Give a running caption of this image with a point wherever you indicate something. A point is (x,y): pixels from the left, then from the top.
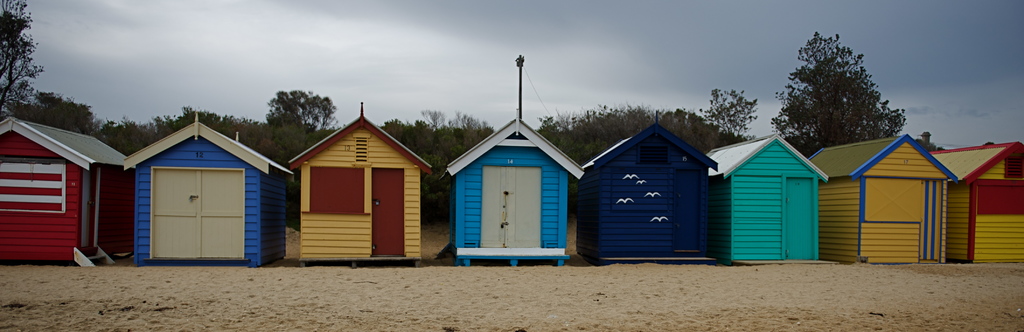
In this image we can see a few houses (210,213). Behind the houses (210,213) there are group of trees (839,109). At the top (437,59) we can see the sky (378,44). At the bottom (499,283) we can see the sand (483,282).
